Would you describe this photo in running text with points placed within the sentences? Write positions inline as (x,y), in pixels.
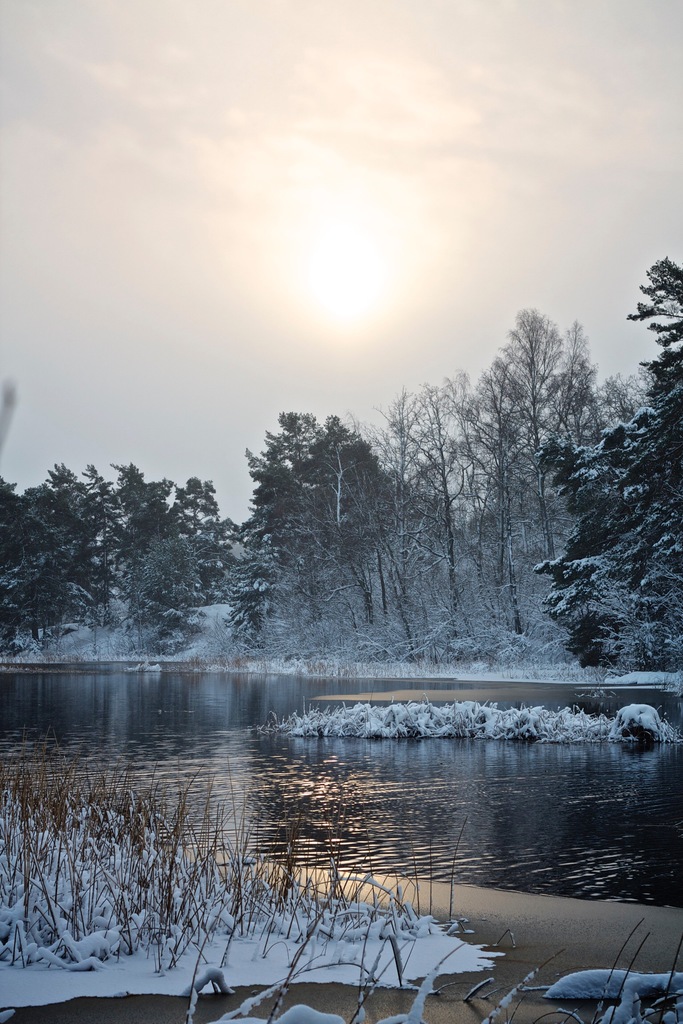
In the picture I can see dry plants (44,885), water (450,788), trees (601,663) covered with snow (655,646) and the sunny sky (358,281) in the background (378,263).
